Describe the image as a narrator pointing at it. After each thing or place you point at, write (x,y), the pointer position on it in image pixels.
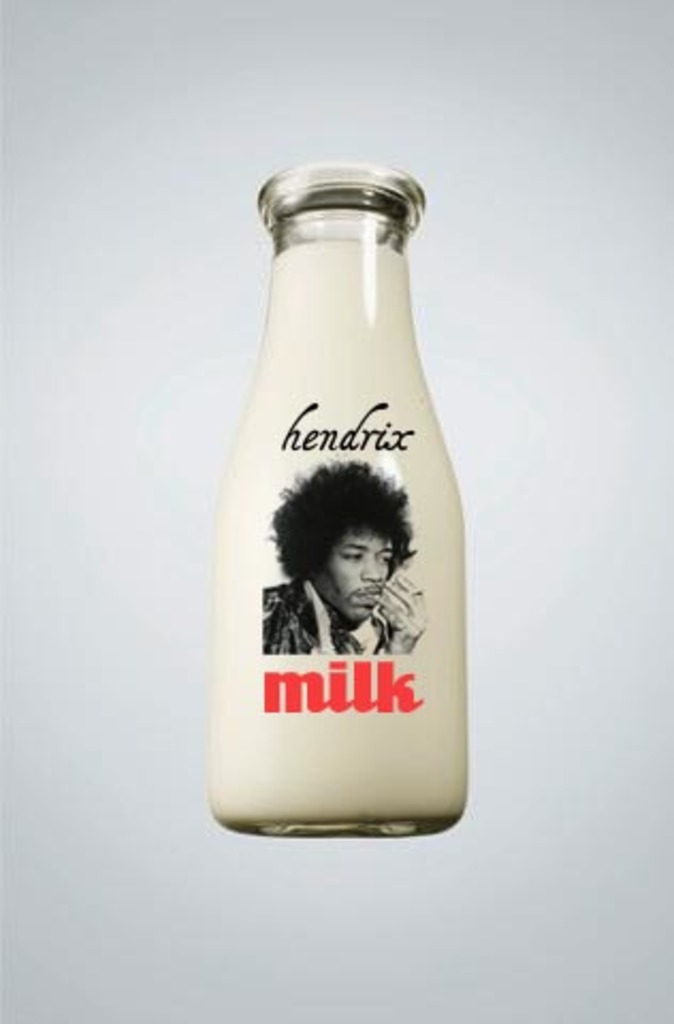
In the picture I can see the milk bottle (322,665) on which I can see the image of a person (318,621) and some text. The background of the image (172,733) is in white color.
